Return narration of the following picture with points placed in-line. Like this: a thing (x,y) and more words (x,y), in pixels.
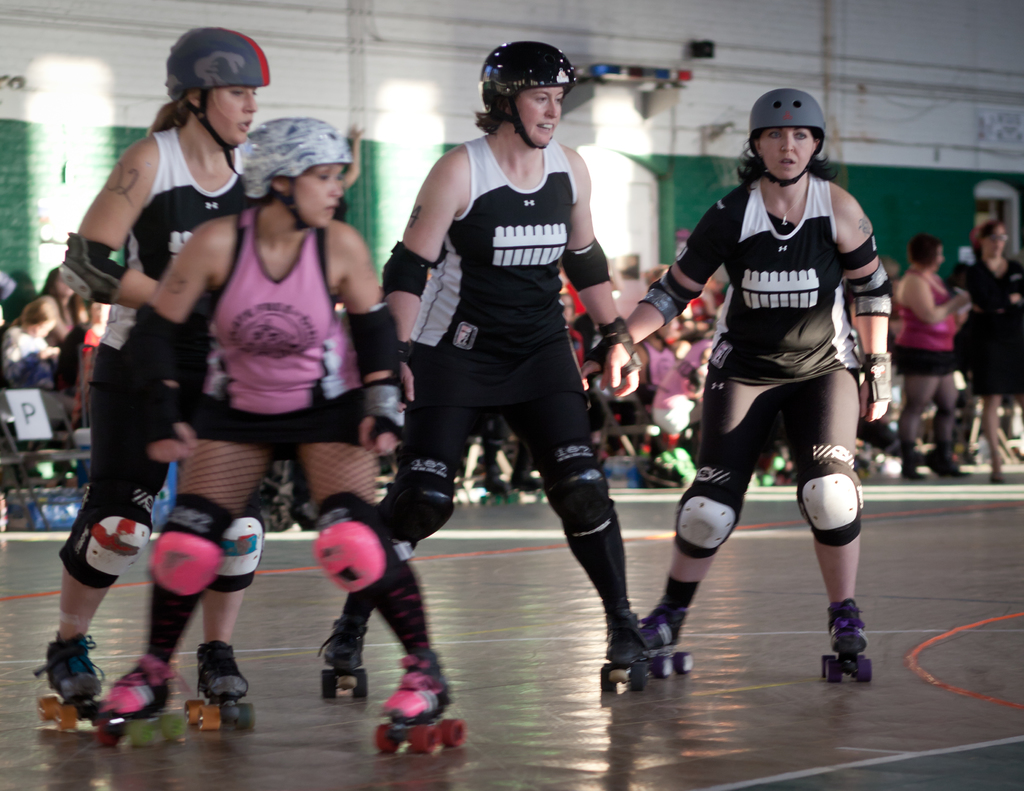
Here we can see four women (585,520) are skating with on the floor (550,589) with their skate shoes (157,673). In the background (58,466) there are few persons (511,448), chairs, wall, lights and pipes (350,24) on the wall (438,2).
